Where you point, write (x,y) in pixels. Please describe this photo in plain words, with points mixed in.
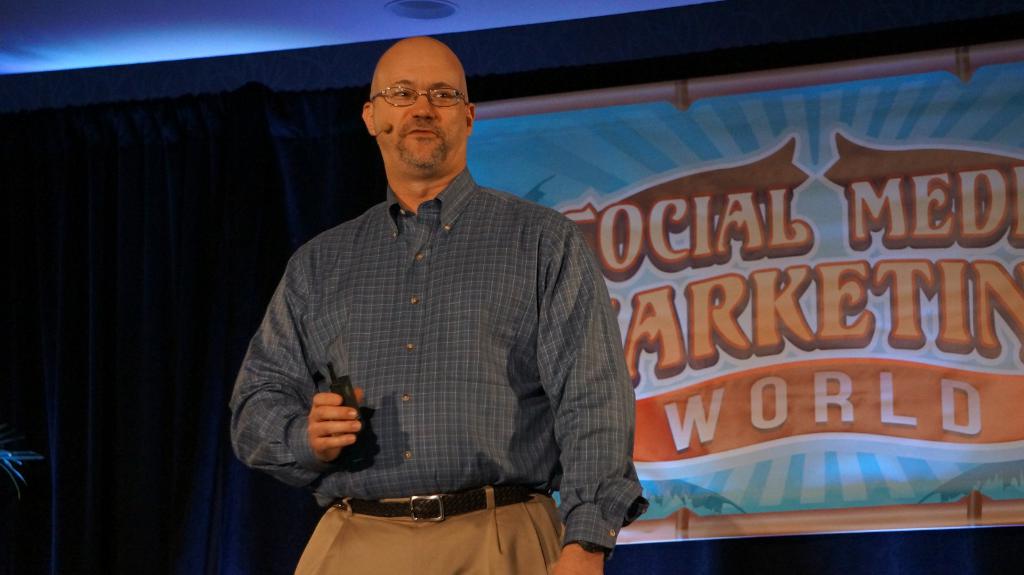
There is a man (414,312) wearing specs (406,99) and mic (383,127) is holding something in the hand (344,443). In the back (236,137) there is a curtain (76,226). On the curtain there is a banner (788,318) with something written on that.
